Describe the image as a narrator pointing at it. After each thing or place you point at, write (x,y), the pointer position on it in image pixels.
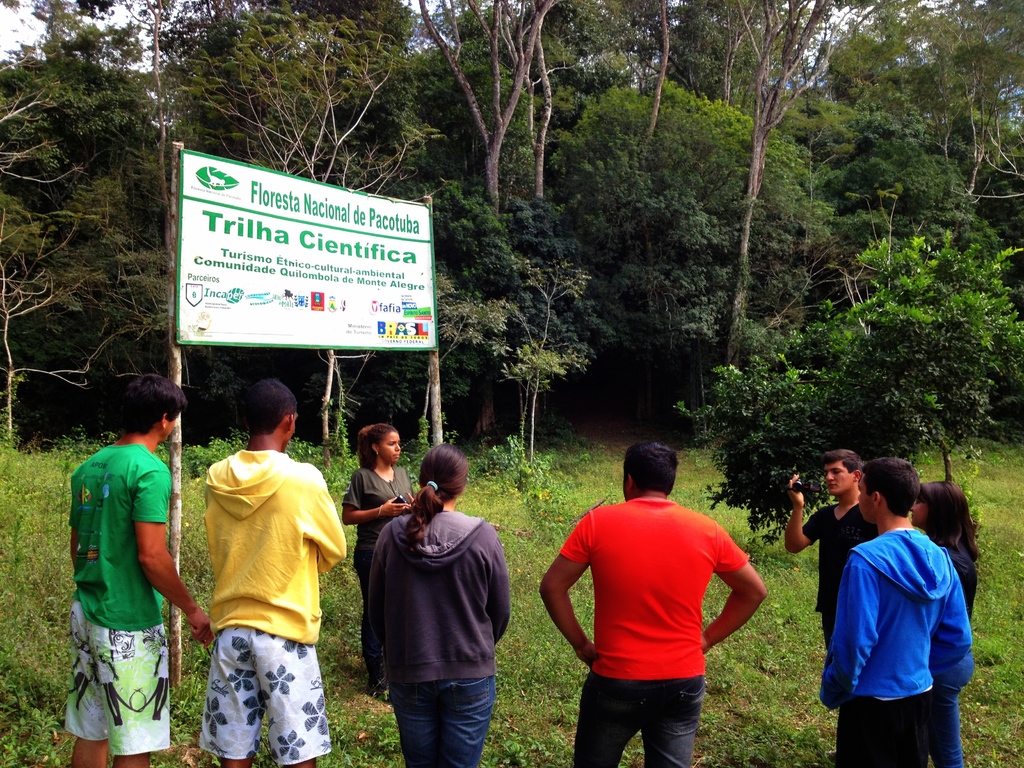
In this image I can see the group of people (454,640) are standing on the ground (525,688). I can see these people (260,641) are wearing the different color dresses (481,644) and one person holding the camera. In the background (290,299) I can see the board (269,278), many trees (112,151) and the sky (16,27).
